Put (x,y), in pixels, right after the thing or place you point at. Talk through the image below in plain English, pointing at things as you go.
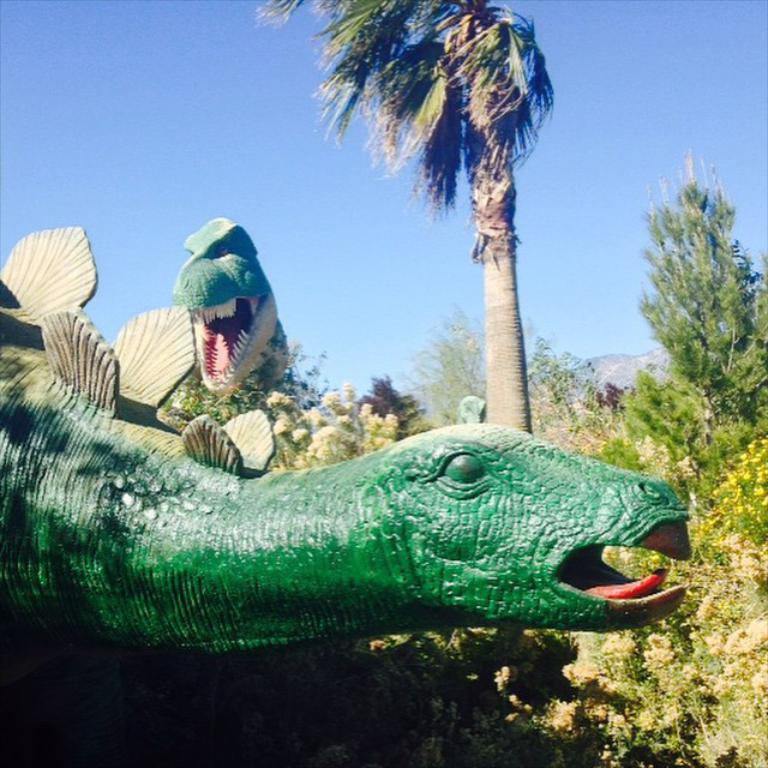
This is the picture of a place (330,492) where we have some statues (454,484) of animals (444,488) and around there are some plants (705,644) and trees (657,309).
